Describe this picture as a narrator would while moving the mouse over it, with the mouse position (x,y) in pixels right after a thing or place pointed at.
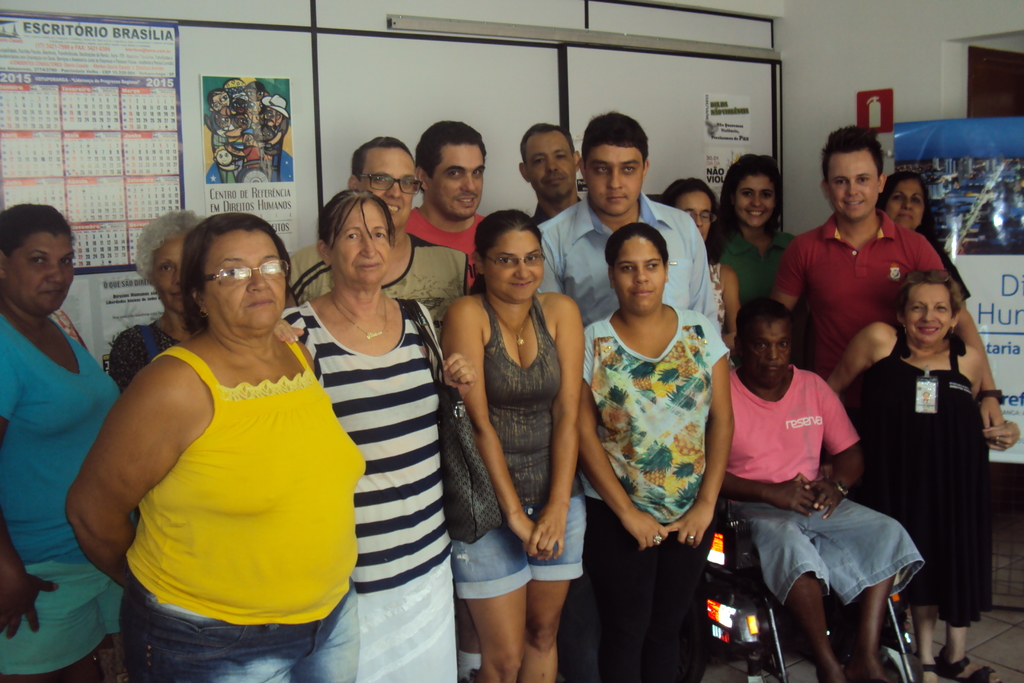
In this image I can see number of persons (232,321) are standing and a person (804,430) wearing pink t shirt (791,428) and blue short (839,524) is sitting on a chair (736,564). In the background (107,112) I can see the calendar (113,123), a poster (251,131) attached to the wall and a banner (957,217).
